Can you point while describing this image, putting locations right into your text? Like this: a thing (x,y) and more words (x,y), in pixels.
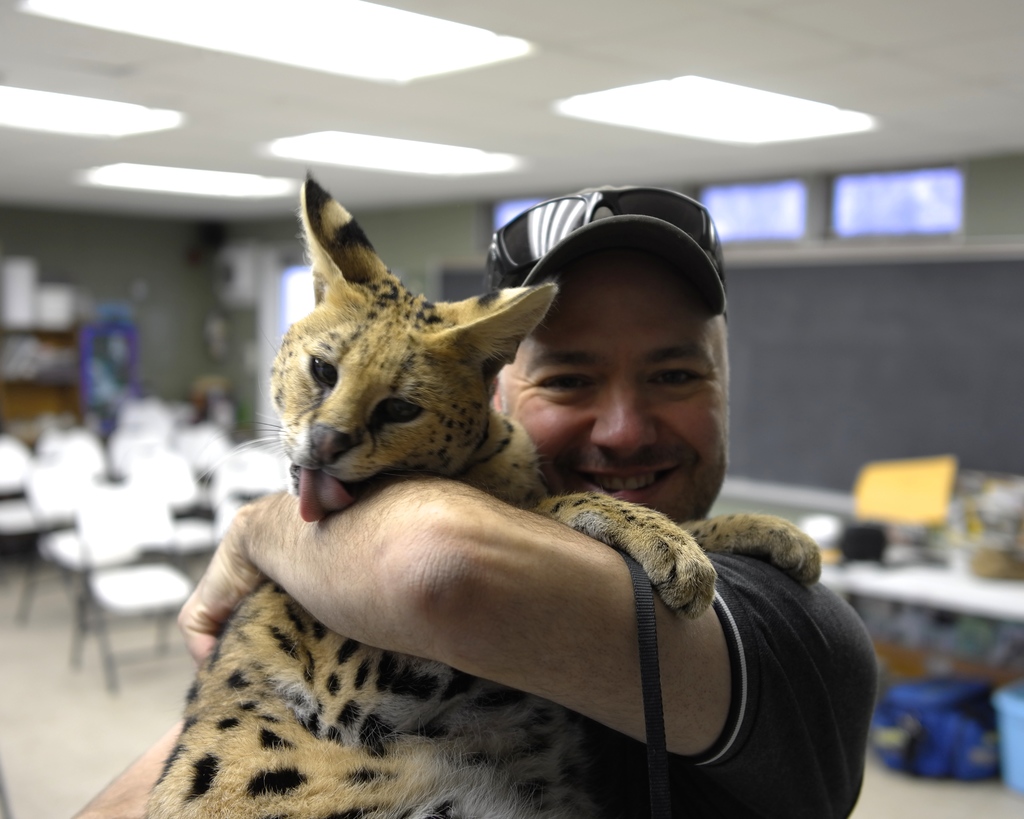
In this picture we can see a man (532,535) holding a wild cat (438,430) which is yellow in color with black dots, a man (574,549) is wearing a black T-shirts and a black cap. In the background (785,331) we can see tables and chairs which are white in color and to the wall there is a black color. And to the ceiling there are lights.
